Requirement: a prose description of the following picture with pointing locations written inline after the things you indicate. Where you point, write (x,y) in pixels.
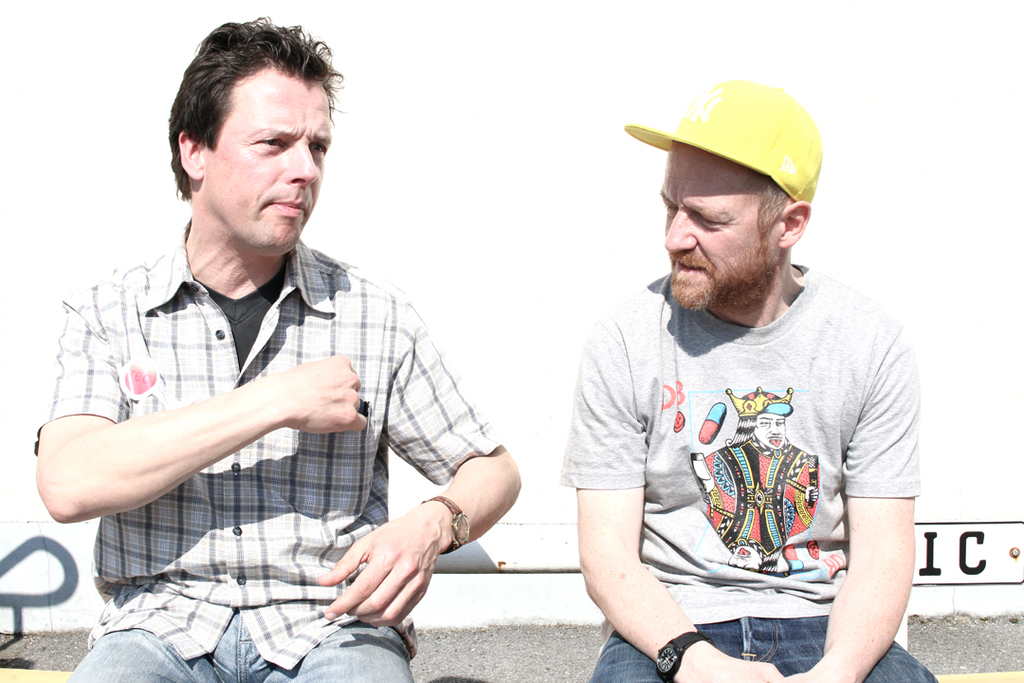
In this image I can see two persons (692,492) sitting, the person (737,503) at right (735,507) is wearing gray color shirt (724,570) and the person (292,583) at left (292,583) is wearing white and gray color dress (308,461) and I can see the white color background (633,29).
